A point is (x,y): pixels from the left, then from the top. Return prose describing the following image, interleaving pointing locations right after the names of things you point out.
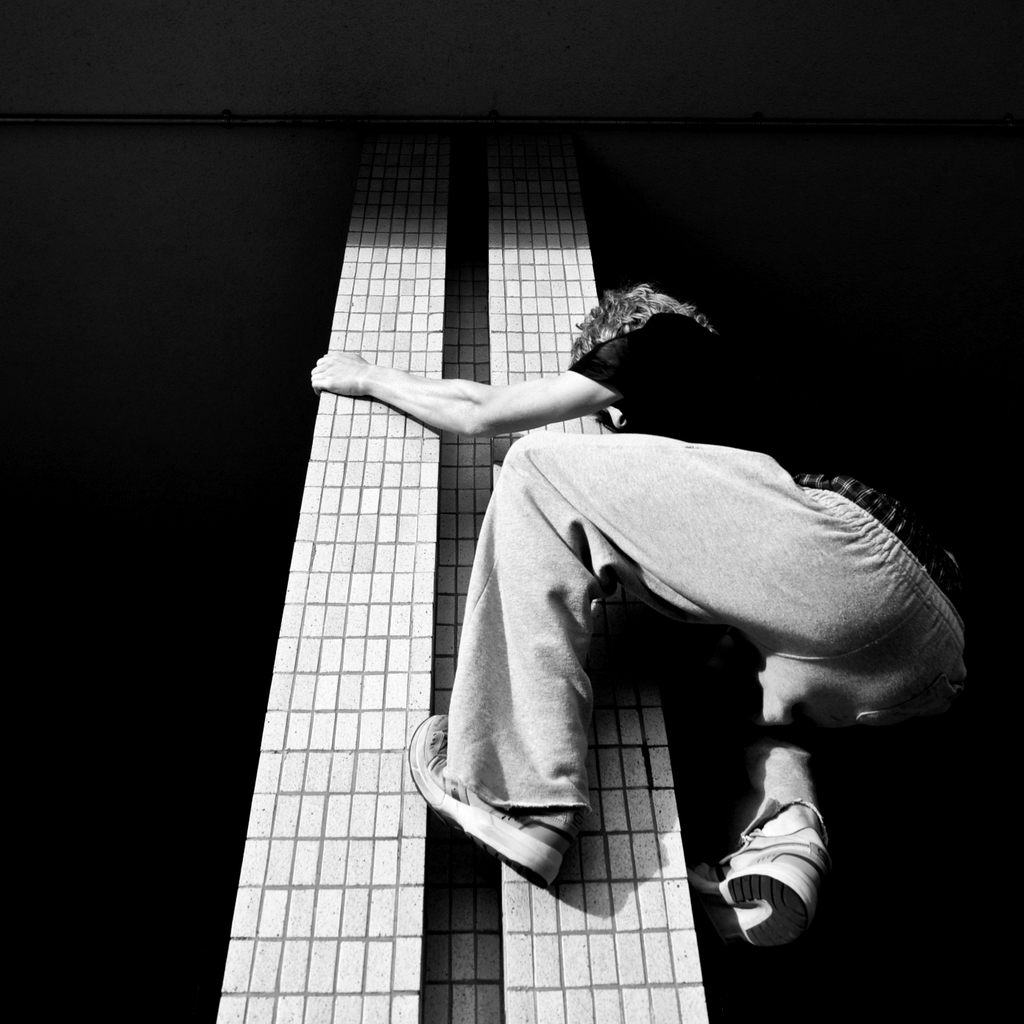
In this image I can see the person (758,538) with the dress (825,571) and the person (765,695) is climbing the pillar (390,695). I can see this is a black and white image.
